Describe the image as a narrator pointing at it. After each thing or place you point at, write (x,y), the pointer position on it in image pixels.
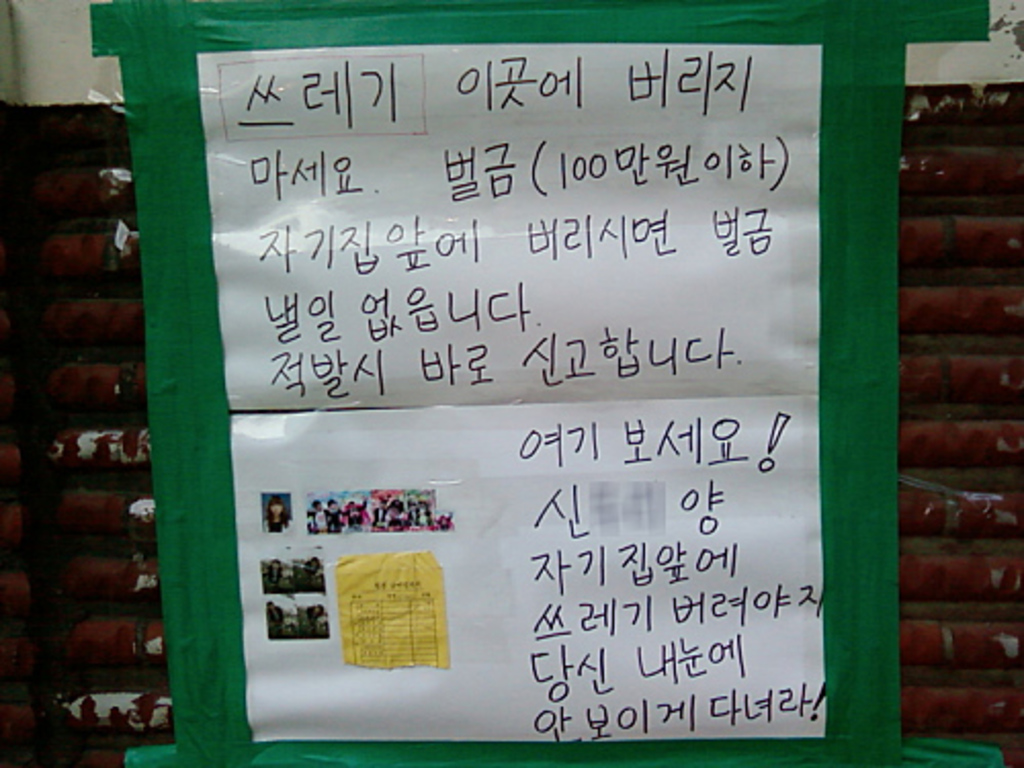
In this picture we can see a poster (552,448), here we can see people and some text (579,519) and we can see a wall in the background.
